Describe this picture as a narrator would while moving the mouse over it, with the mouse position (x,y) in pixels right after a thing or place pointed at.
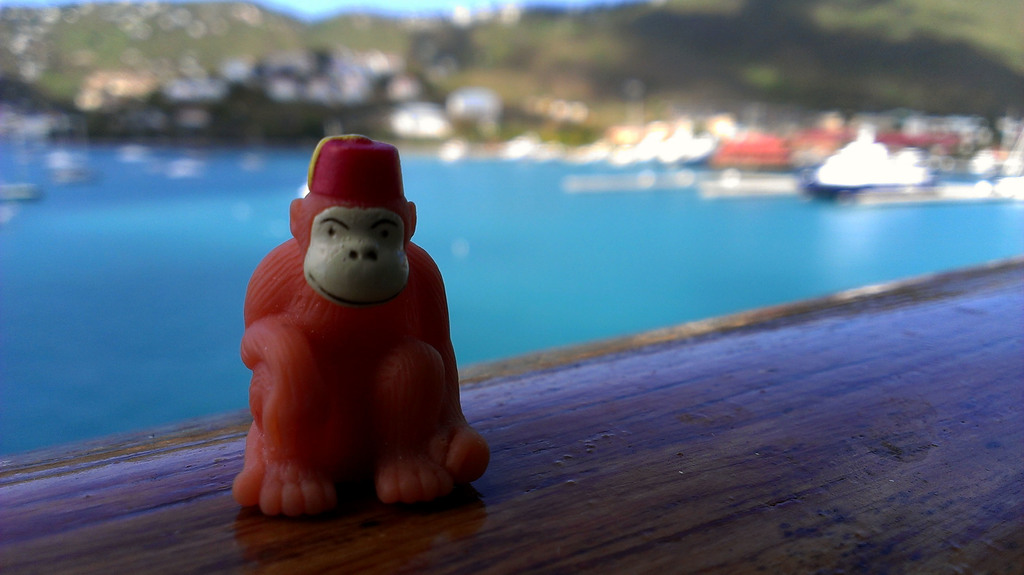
This picture contains a toy monkey (258,352) which is in red color is placed on the brown color table (666,507). Behind that, we see water (682,201) and boats (667,139). There are many trees (489,50) in the background (599,111) and it is blurred in the background (13,105).
